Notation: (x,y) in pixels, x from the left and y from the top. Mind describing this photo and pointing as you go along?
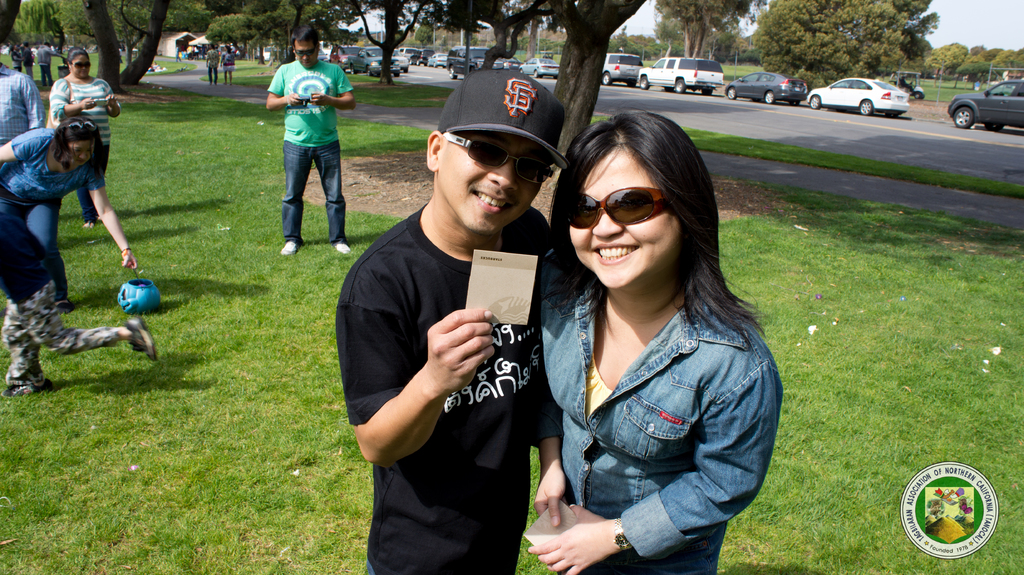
In this image I can see grass ground (108,550) and on it I can see number of people (333,136) are standing. In the front (483,295) I can see one man (465,294) is holding a card (507,252) and wearing a cap (504,130). I can also see two persons (511,200) are wearing shades (577,214) and I can also see smile (483,191) on their faces (446,175). In the background (724,45) I can see number of trees (665,18), a building (187,36) and number of vehicles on the road (920,121). On the bottom right side of this image (937,481) I can see a watermark (996,496) and on the left side (137,307) I can see a blue colour thing (146,294) on the ground (82,270).
